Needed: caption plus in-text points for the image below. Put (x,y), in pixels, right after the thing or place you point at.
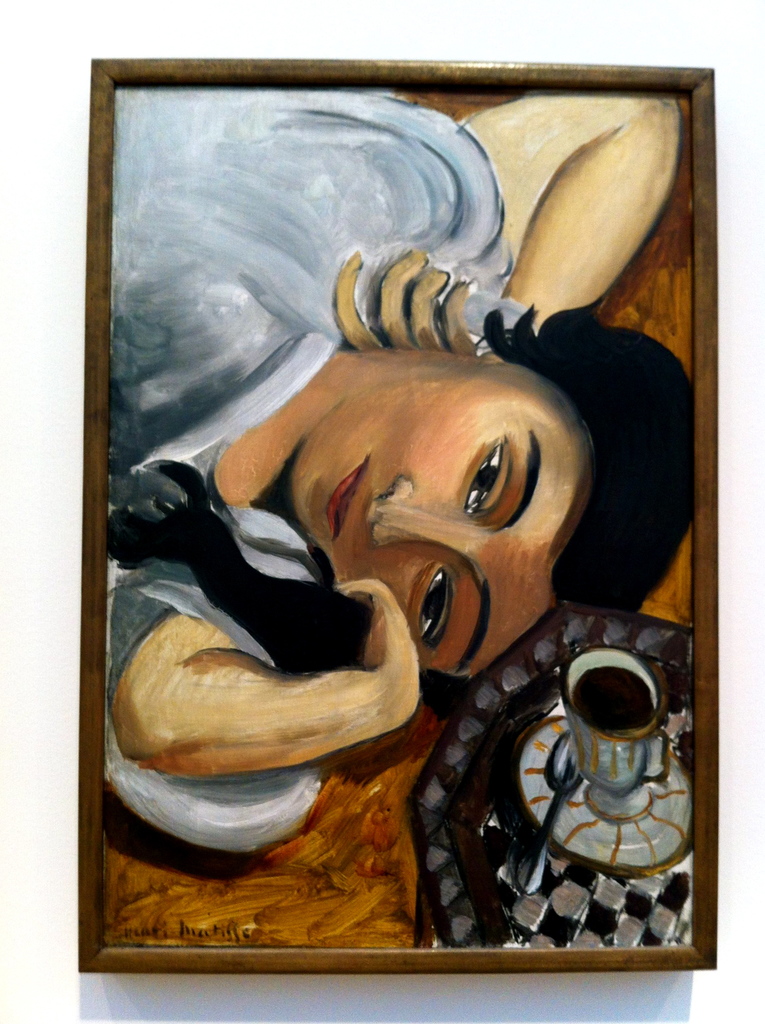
In this picture we can see a painting (456,603) of a person (426,539) and a cup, we can see a white color background (722,691).
